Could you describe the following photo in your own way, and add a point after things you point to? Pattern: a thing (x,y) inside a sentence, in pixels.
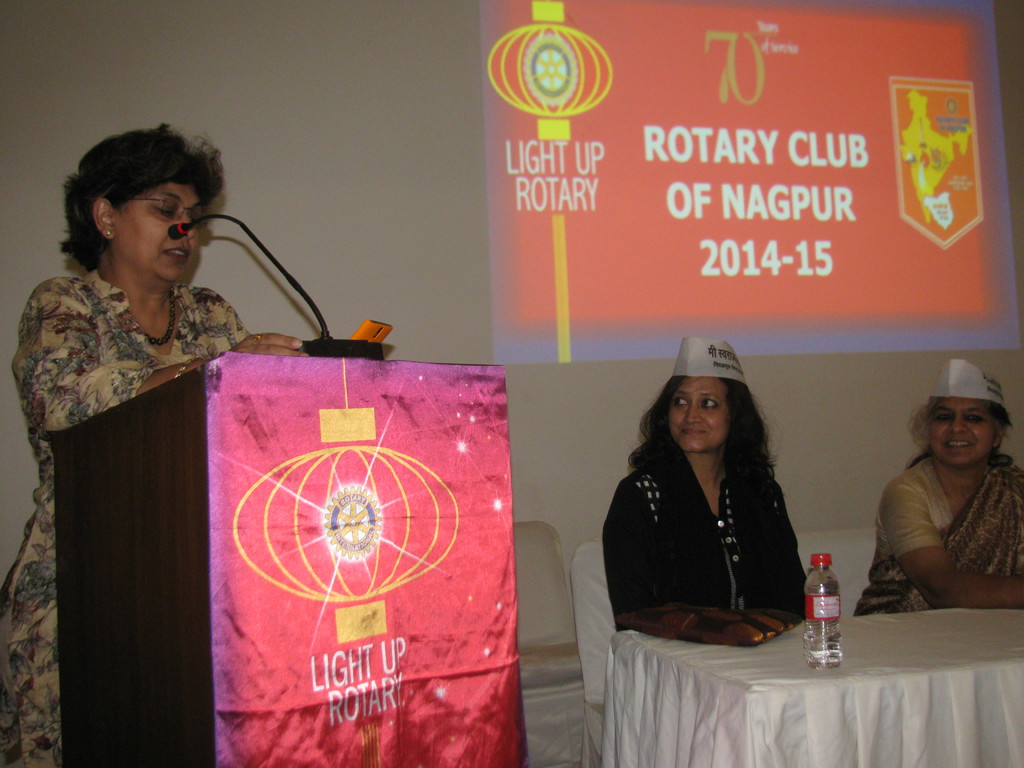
In this picture we can see woman (68,290) standing at podium (262,420) seeing mobile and talking on mic (174,229) and this two woman (932,415) are sitting and smiling and in front of them there is table (968,621) and on table (863,633) we can see bottle (824,657) in background (557,71) we can see screen (829,255).
